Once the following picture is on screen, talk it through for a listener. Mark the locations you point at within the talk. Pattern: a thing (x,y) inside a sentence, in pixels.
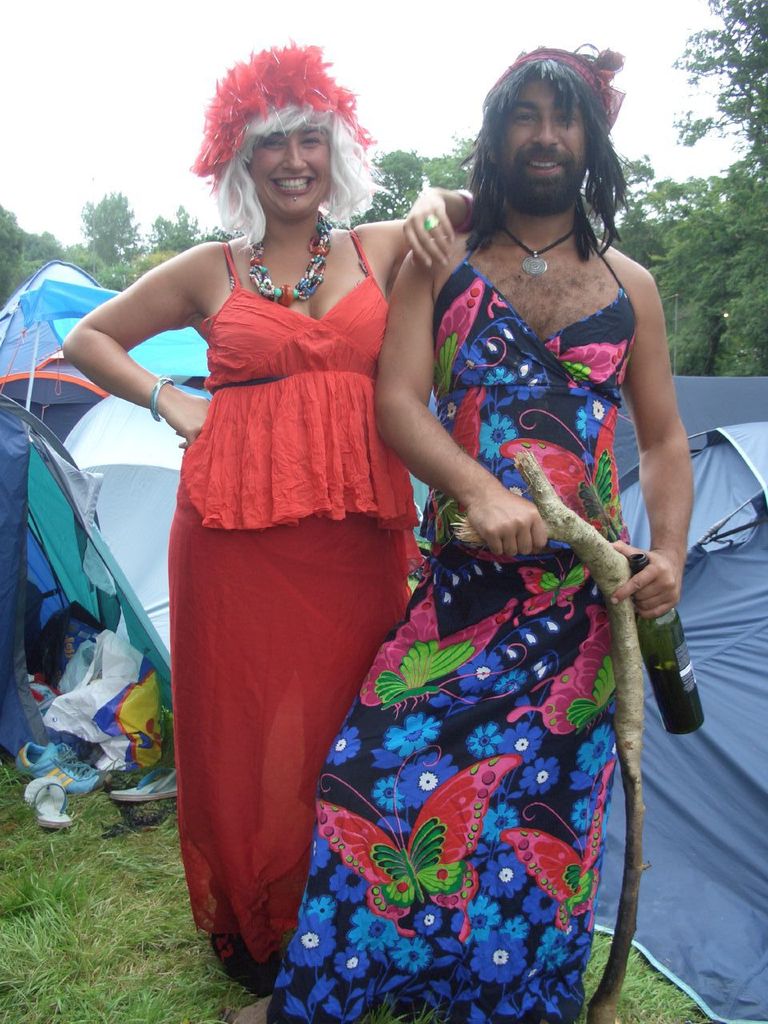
This image is clicked outside. There are two persons (324,607) in the middle (371,424). They are wearing different costumes (374,624). There are tents (97,427) in the middle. There are trees (52,254) in the middle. There is grass (117,959) at the bottom (82,961). One of them is holding a bottle (655,694) and a stick (630,764). There is sky (90,66) at the top (182,65).
